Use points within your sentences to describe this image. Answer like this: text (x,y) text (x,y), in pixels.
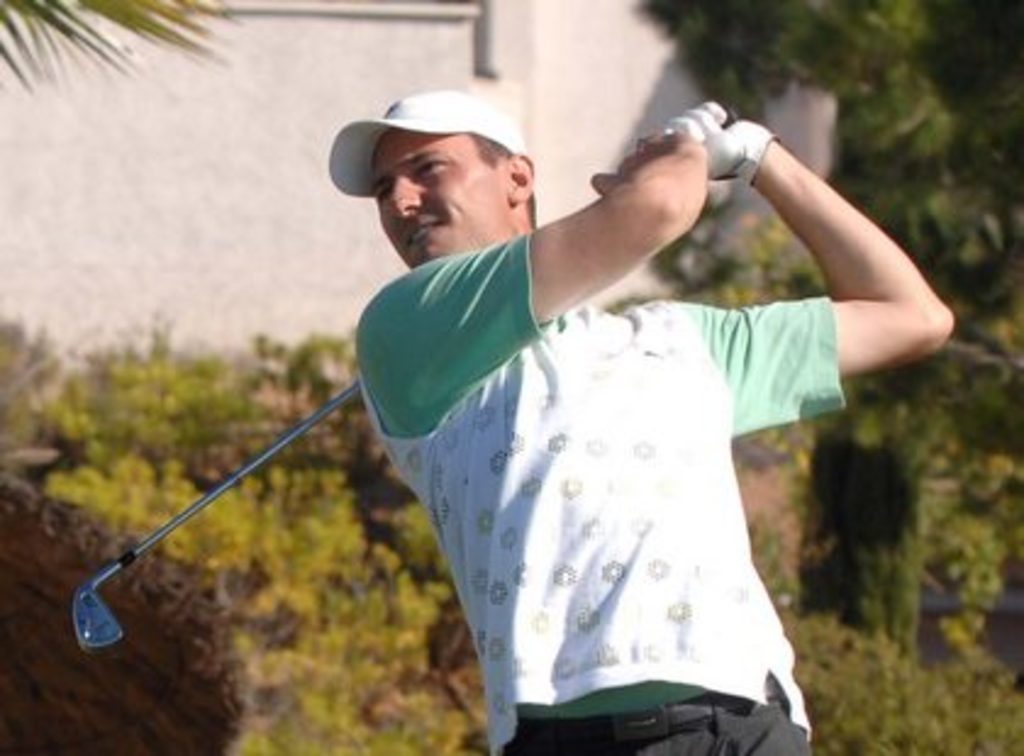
In this image I can see a man (482,449) wearing white color t-shirt (529,541) and holding a golf club (282,441) in his hands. It seems like he is playing the game. I can see a white color cap (429,103) on his head (408,134) and he is looking towards the left side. In the background (104,515) there are some plants (309,508), trees (792,247) and a wall (313,123).
